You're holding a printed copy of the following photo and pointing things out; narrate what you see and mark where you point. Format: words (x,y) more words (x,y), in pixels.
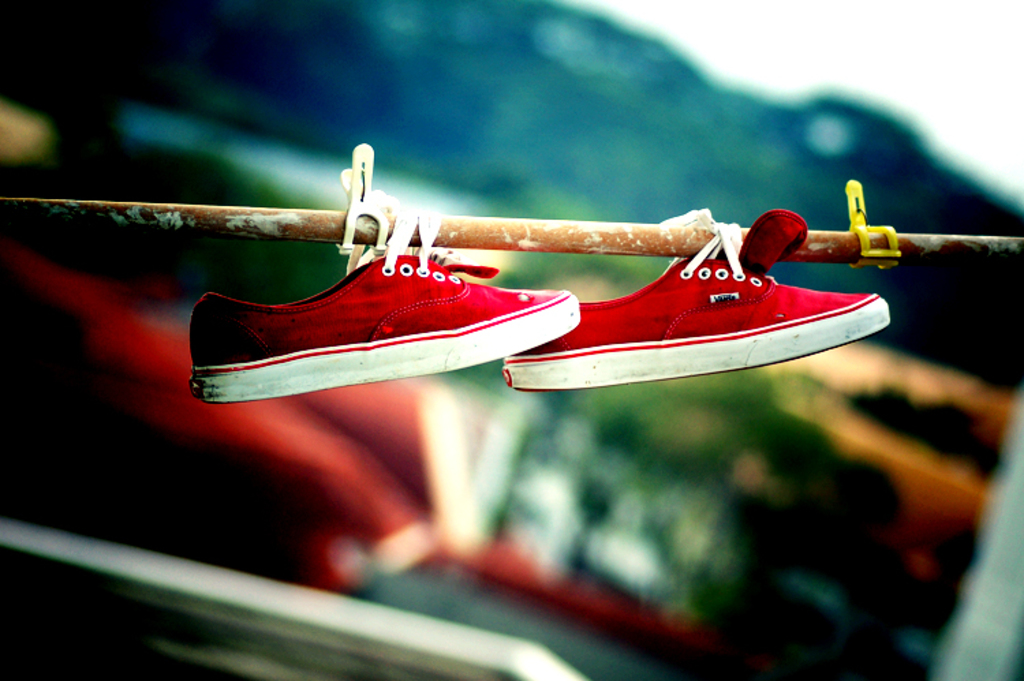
In this image we can see the shoes (390,367) which are hanging to the iron fence (616,251). And we can see the two clips (365,171). And we can see the background (904,14) is blurred.
